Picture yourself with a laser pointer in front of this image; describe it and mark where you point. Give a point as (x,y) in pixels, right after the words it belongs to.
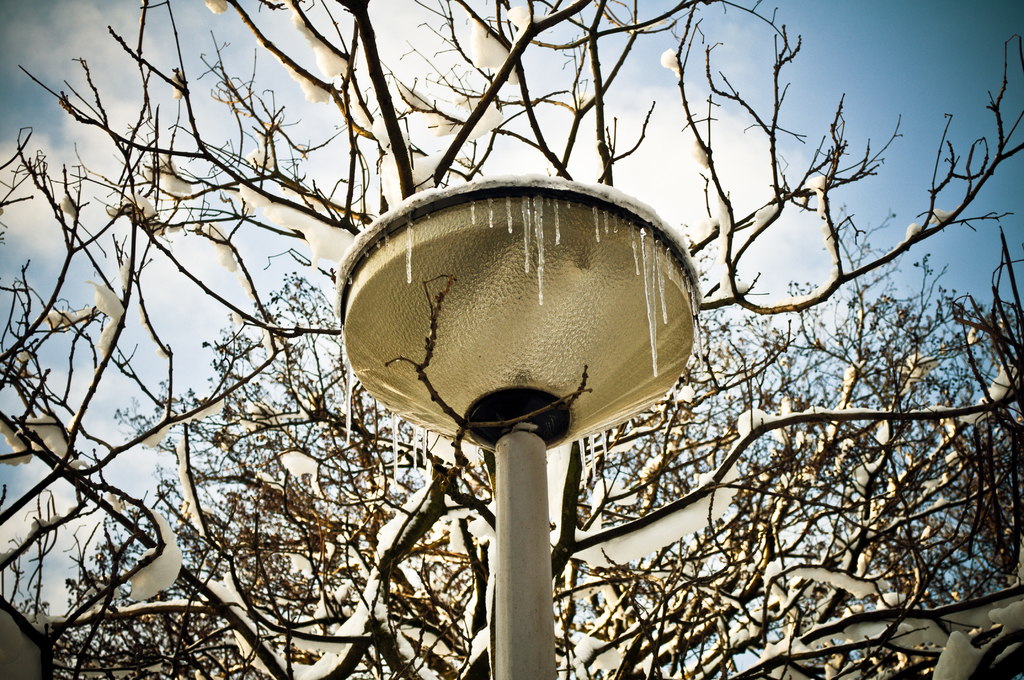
In this picture we can see a pole (524,478) and trees (491,483) and in the background (244,361) we can see the sky (11,474).
